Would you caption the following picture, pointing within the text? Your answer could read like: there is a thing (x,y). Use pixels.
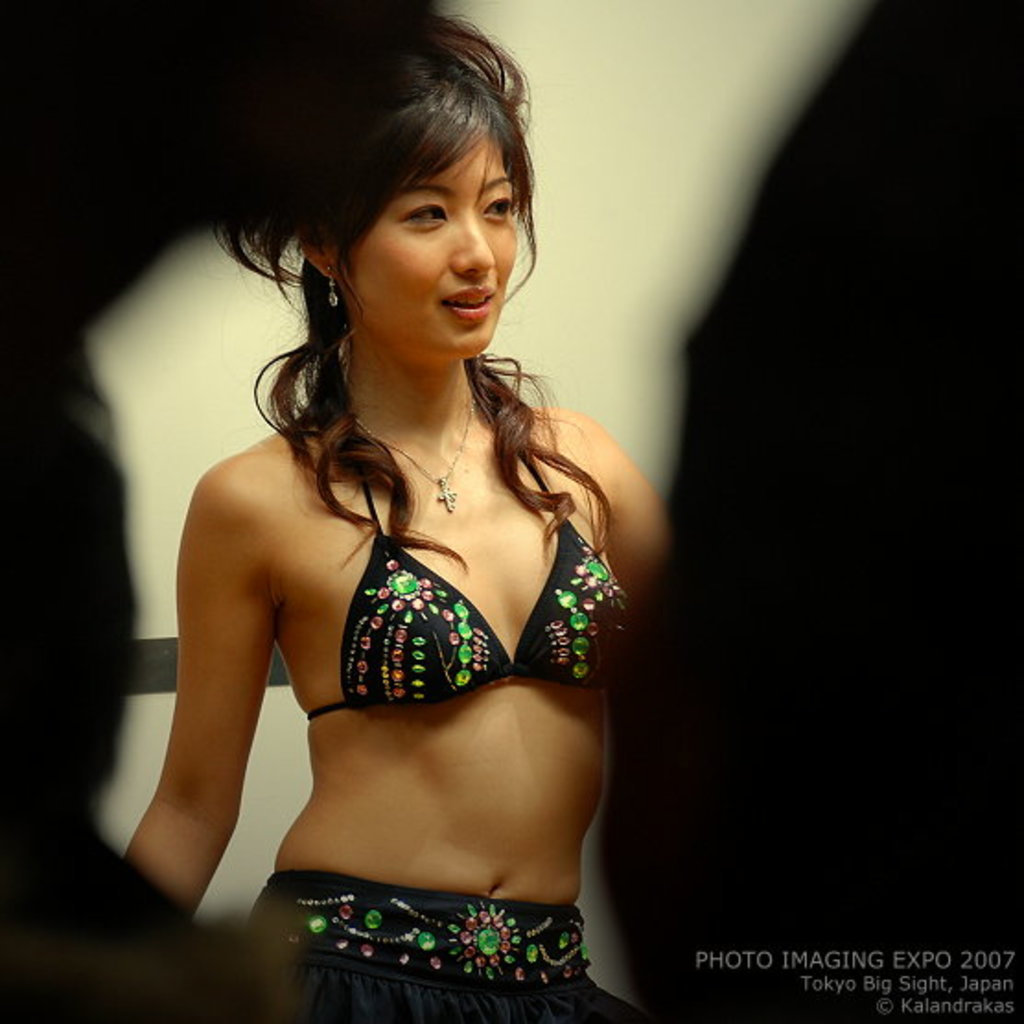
In this image I see a woman (404,325) who is smiling and I see it is a bit dark on the sides and in the background (541,279) I see the wall (586,282) which is of cream and black in color.
